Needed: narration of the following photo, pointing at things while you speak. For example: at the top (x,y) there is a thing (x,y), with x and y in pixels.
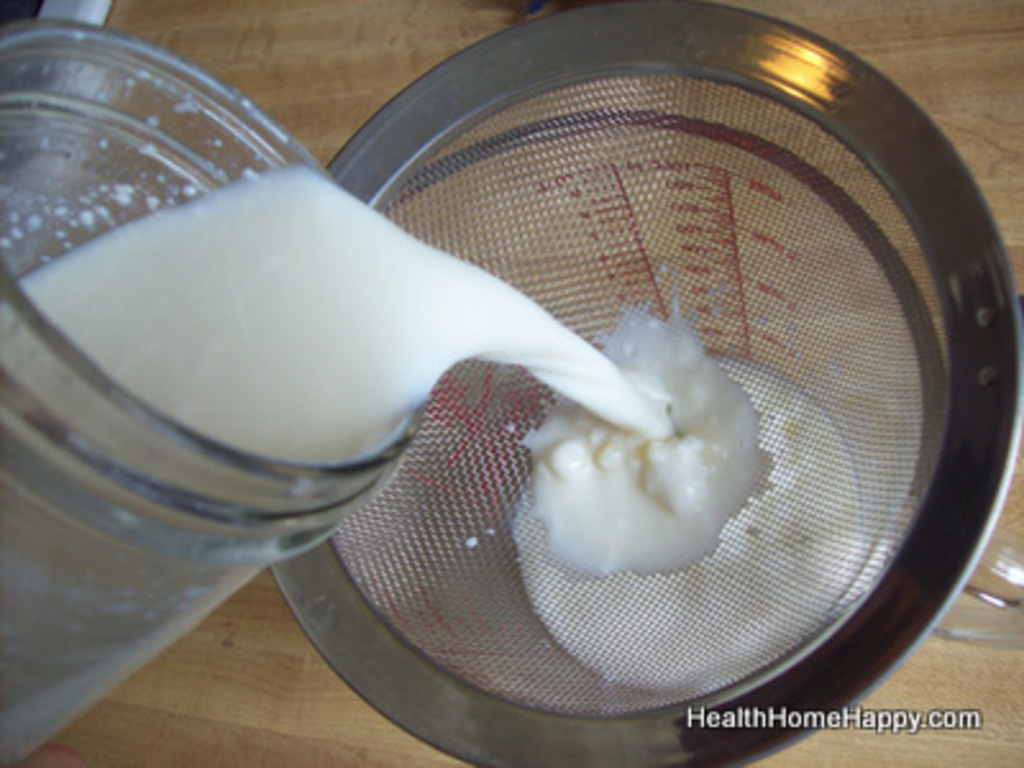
In this image I can see the infuser (594,47) and I can also see the glass jar (121,463) and I can the liquid (268,268) in white color in the jar (74,535) and I can see the cream color background (304,659).
